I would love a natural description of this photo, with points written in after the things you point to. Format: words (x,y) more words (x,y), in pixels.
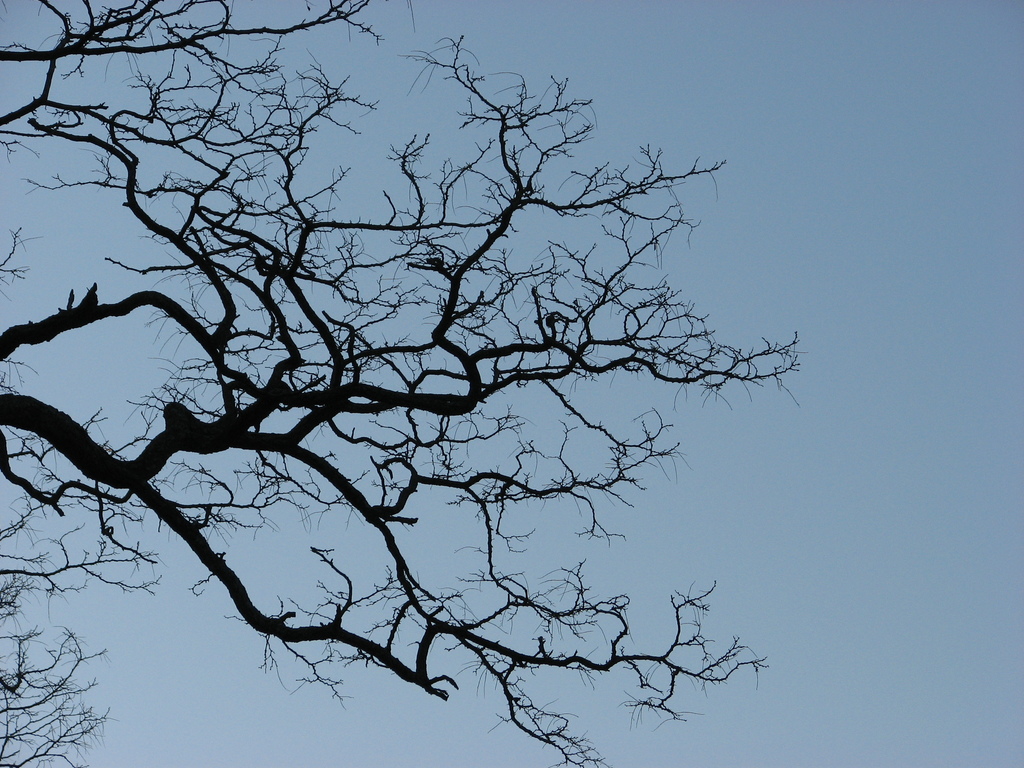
In this image we can see a dry tree (96,315) and sky (872,445).
